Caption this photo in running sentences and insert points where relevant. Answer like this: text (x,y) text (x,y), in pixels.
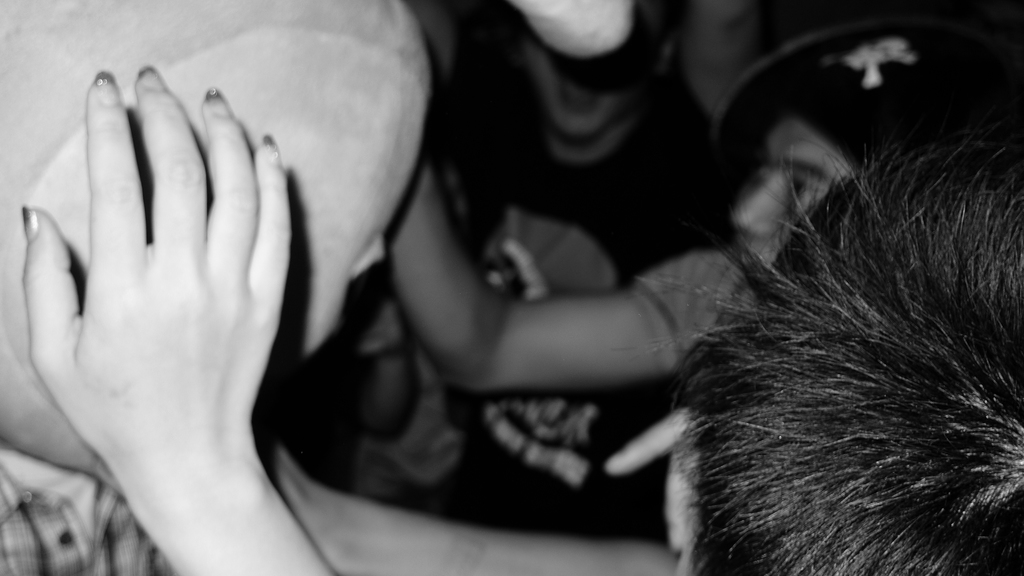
It is a black and white image. In this image we can see the people (482,158). On the left (125,318) we can see some person's hand (166,270).
